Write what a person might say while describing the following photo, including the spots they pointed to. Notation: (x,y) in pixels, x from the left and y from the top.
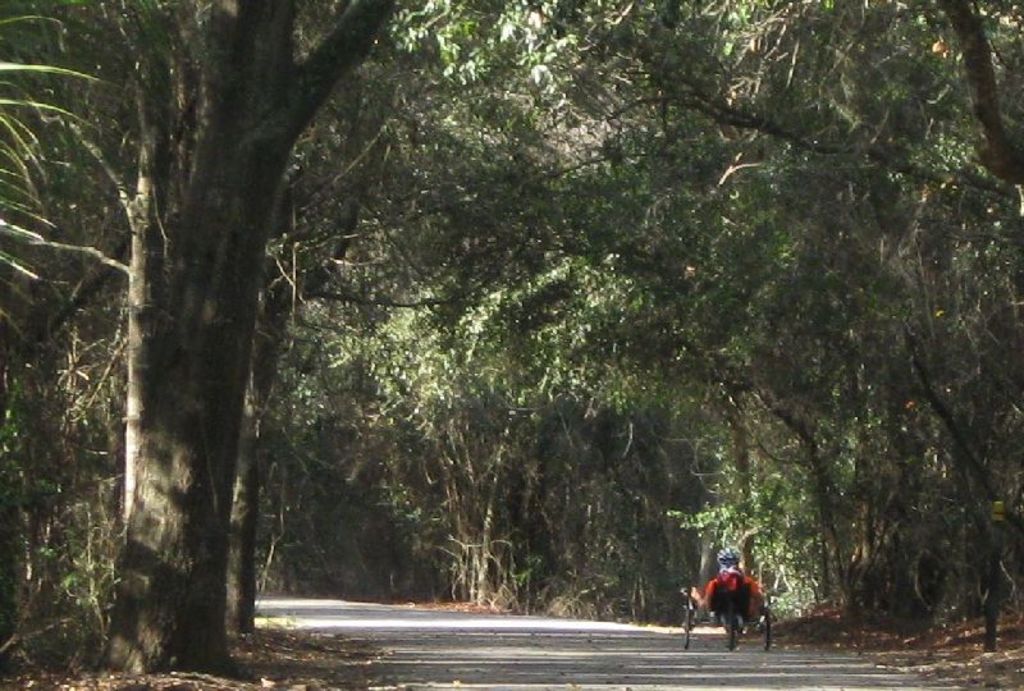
In this image I can see trees (521,572) and there is an object (732,583) on the road (516,672).
